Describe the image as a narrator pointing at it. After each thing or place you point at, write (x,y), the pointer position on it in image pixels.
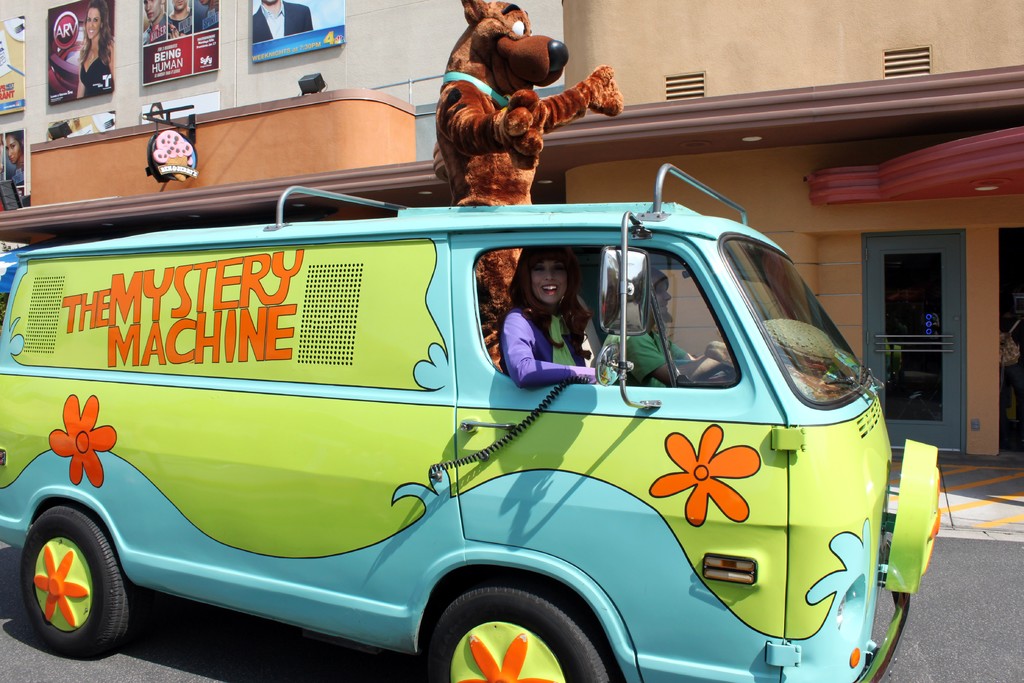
In the middle (349,433) there is a vehicle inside that there is a woman (545,329). In the middle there is a person (476,129) in a dog costume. In the background (825,60) there is a building (571,41).
